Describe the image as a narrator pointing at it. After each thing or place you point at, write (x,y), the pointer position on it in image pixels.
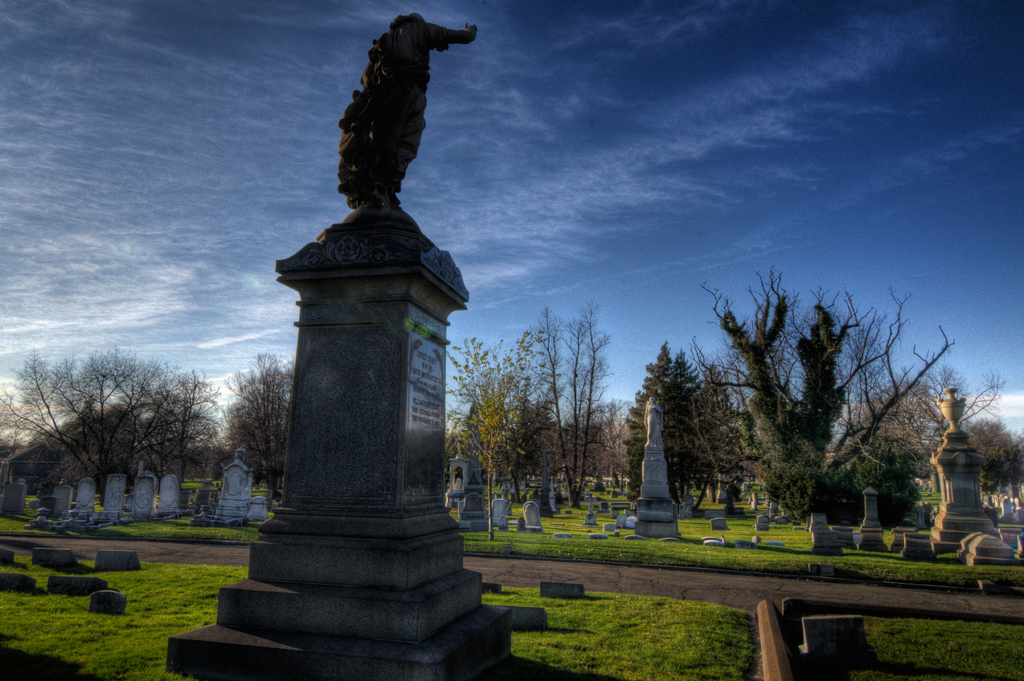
In this image, we can see graves (536,521) and statues (440,595) and in the background (565,387), there are trees (815,374). At the bottom (665,601), there is ground (672,576) and at the top (627,144), there is sky (671,144).
